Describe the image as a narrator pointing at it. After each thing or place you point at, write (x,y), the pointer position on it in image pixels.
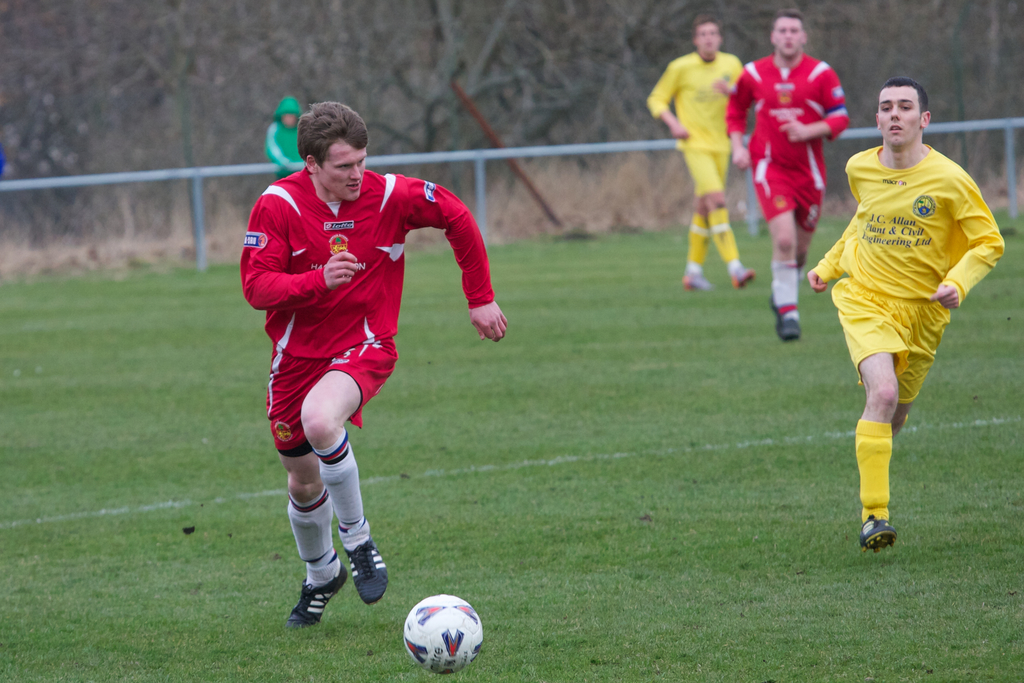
In this image a person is running on the grassland (291,560). Before him there is a ball (444,624) on the grassland (411,604). Right side (878,193) few persons (871,212) are running on the grassland (671,491). Left side a person (284,160) is standing behind the fence (296,167). Background (12,92) there are few trees (573,109).
